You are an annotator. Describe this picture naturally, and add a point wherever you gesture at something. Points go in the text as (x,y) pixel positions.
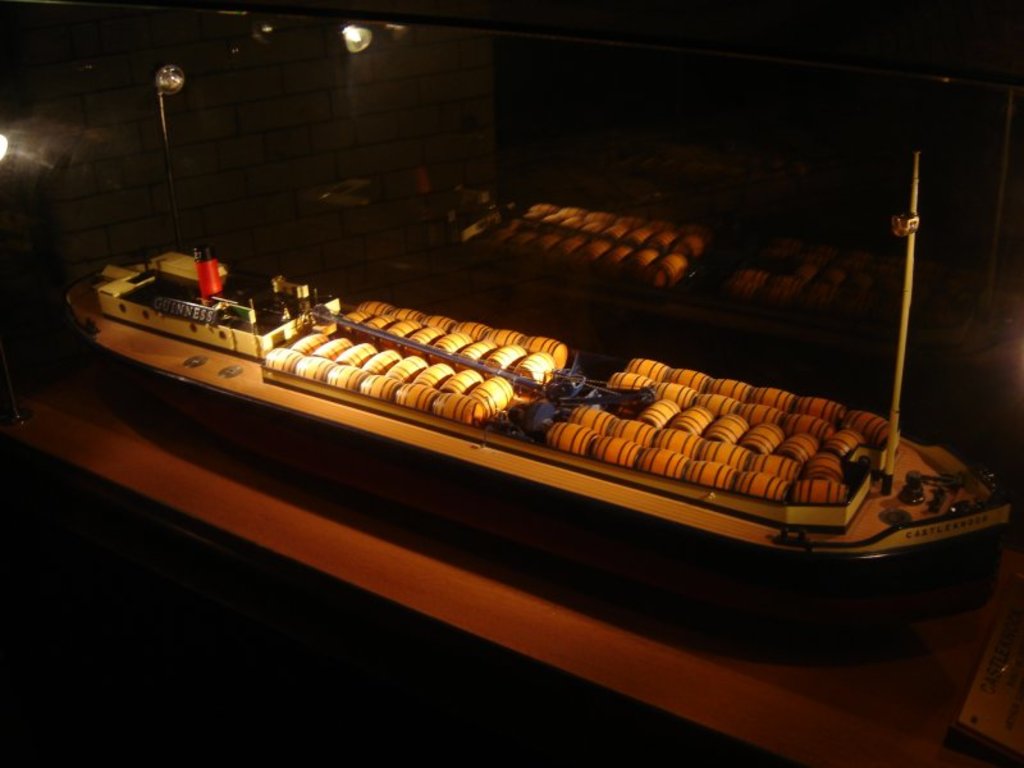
In this image i can see a ship toy (499,481) placed on the table (653,615). In the background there are lights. At the bottom (429,560) there is a table (523,578).
